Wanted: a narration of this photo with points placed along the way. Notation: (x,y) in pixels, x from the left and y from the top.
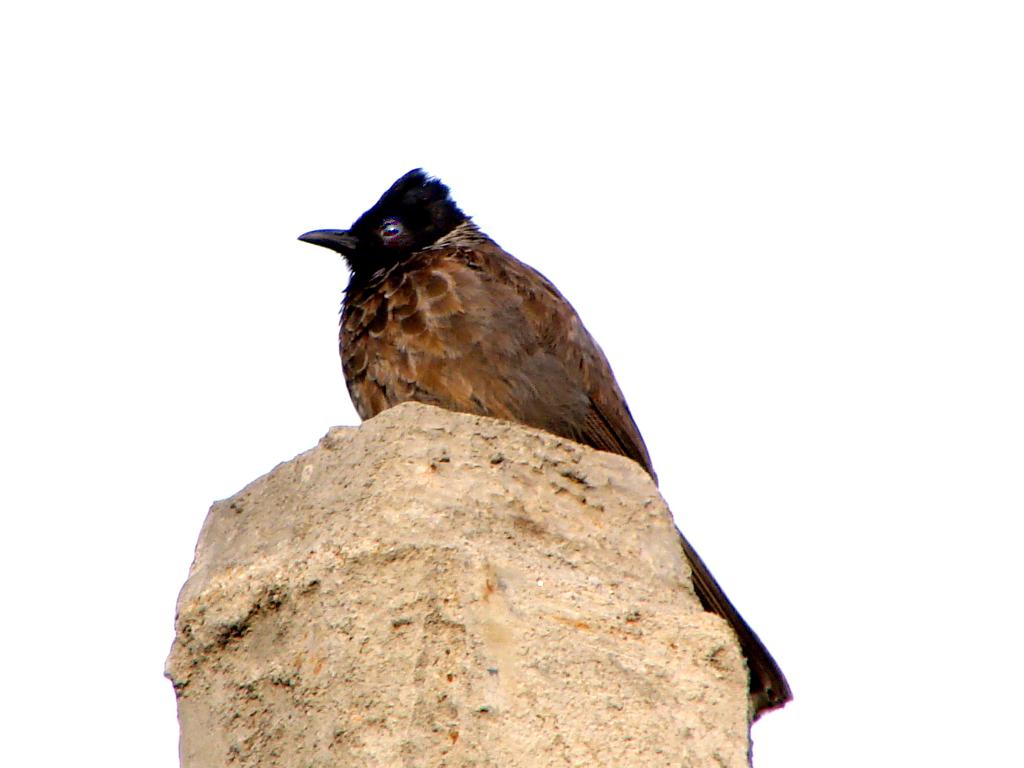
In this picture, we see a bird (575,330) is on the pillar (376,543) or a cement block (543,600). This bird (437,356) is in black and brown color. It has a long black beak (323,239). In the background (118,357), it is white in color.
